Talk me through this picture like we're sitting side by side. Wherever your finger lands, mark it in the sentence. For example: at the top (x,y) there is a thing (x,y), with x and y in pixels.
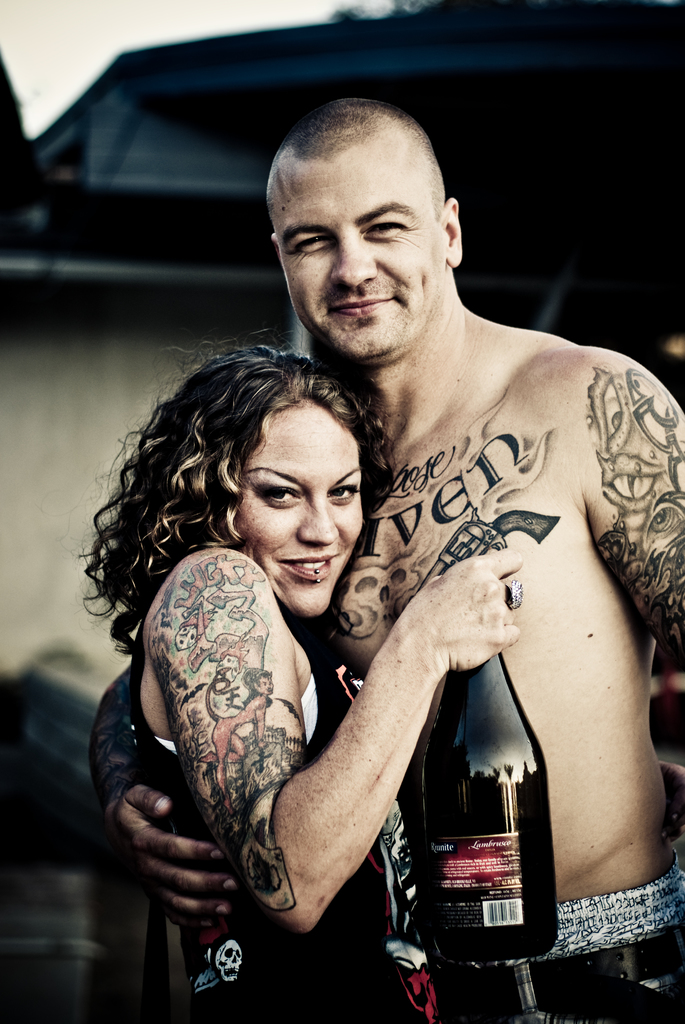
In this image there are two persons (379,687) standing as we can see in middle of this image (271,656) and the person (278,605) on the left side (226,688) is holding a wine bottle (432,875), and there is a wall (159,339) in the background (146,340).
